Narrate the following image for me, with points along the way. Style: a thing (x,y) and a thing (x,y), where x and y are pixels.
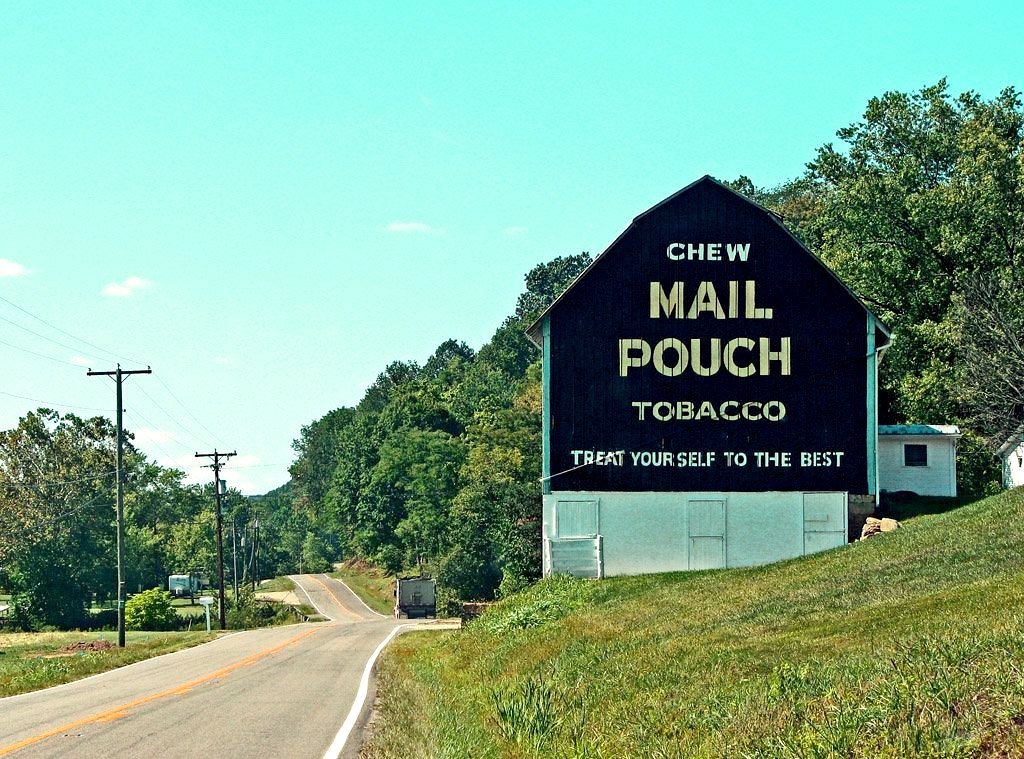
In this picture I can see there is a building (810,536) at right side (737,434) and there is something written on it and there is grass (729,602) on the floor (859,663) and there is a road (314,700) here and there are electric poles (108,372) with wires (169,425) and the sky (258,222) is clear.
